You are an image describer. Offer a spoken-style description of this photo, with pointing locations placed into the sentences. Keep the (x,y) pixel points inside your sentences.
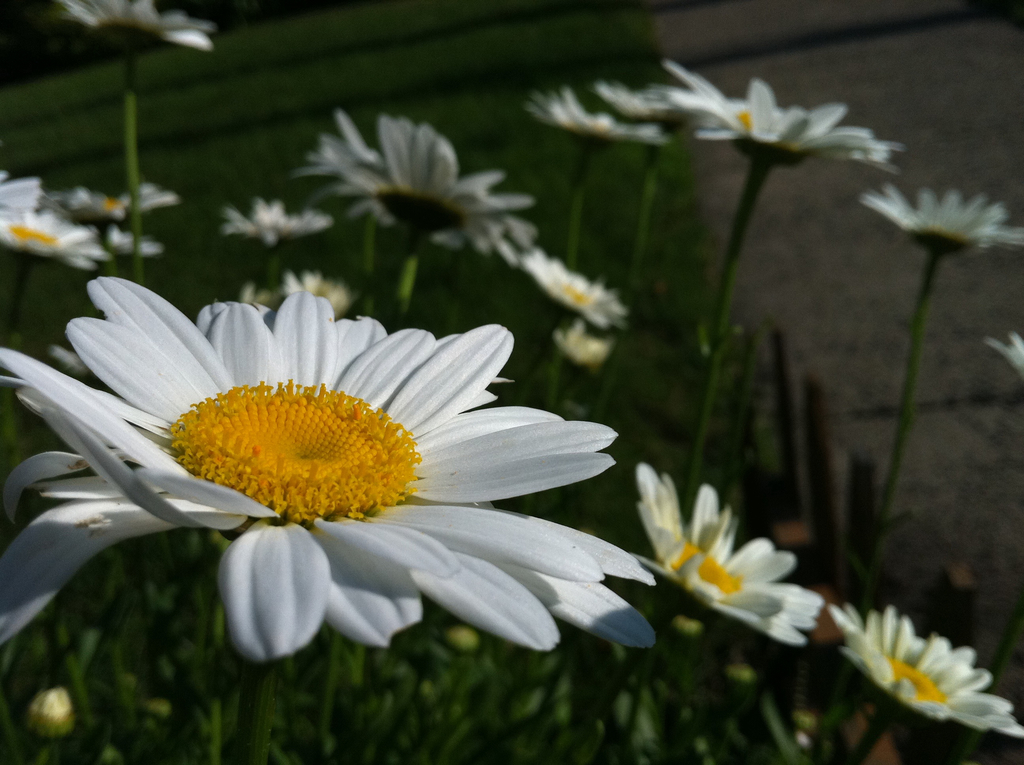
In this image on the left (298,549), there is a flower (349,542). In the background (707,669) there are plants (679,656) and flowers (388,145).
